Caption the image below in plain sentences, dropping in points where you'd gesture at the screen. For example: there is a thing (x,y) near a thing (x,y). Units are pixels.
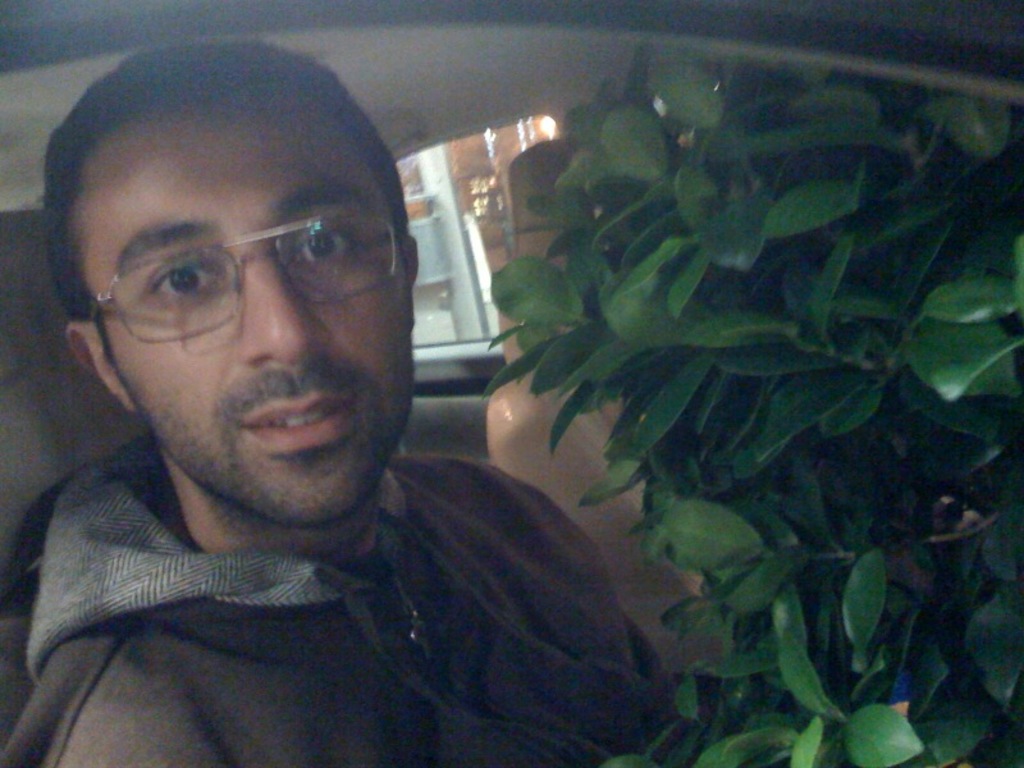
This image is taken in a vehicle (375,111). On the right side of the image (784,316) there is a plant (846,696) with green leaves (627,277). In the middle of the image (379,263) a man (329,653) is sitting in the seat (71,377). In the background (435,235) there is a window (434,248) and a door (462,391) of a car (469,373).
